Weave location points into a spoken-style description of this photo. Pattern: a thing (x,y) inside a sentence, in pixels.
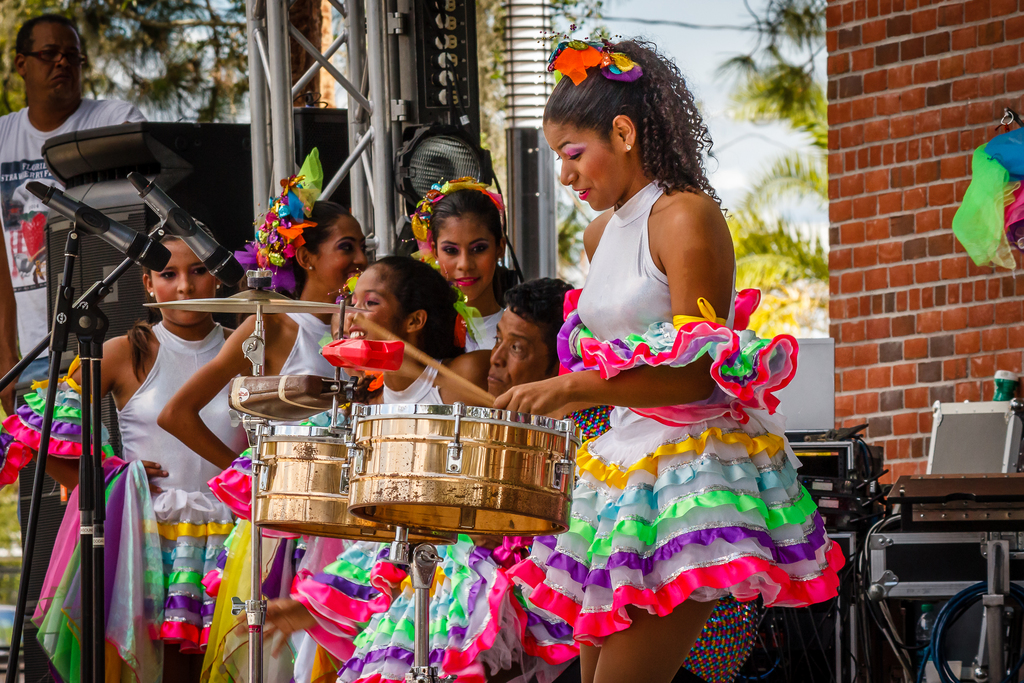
In this picture there is a group of girls (241,343) and one girl (584,176) is playing the music with the help of music instruments (358,349) drums (399,407), there is a man (128,114) who is standing at the left side of the picture (8,301) and one man (519,317) who is sitting in the middle of the girls (694,317) the girls (311,271) are wearing the colorful costumes (588,277).
